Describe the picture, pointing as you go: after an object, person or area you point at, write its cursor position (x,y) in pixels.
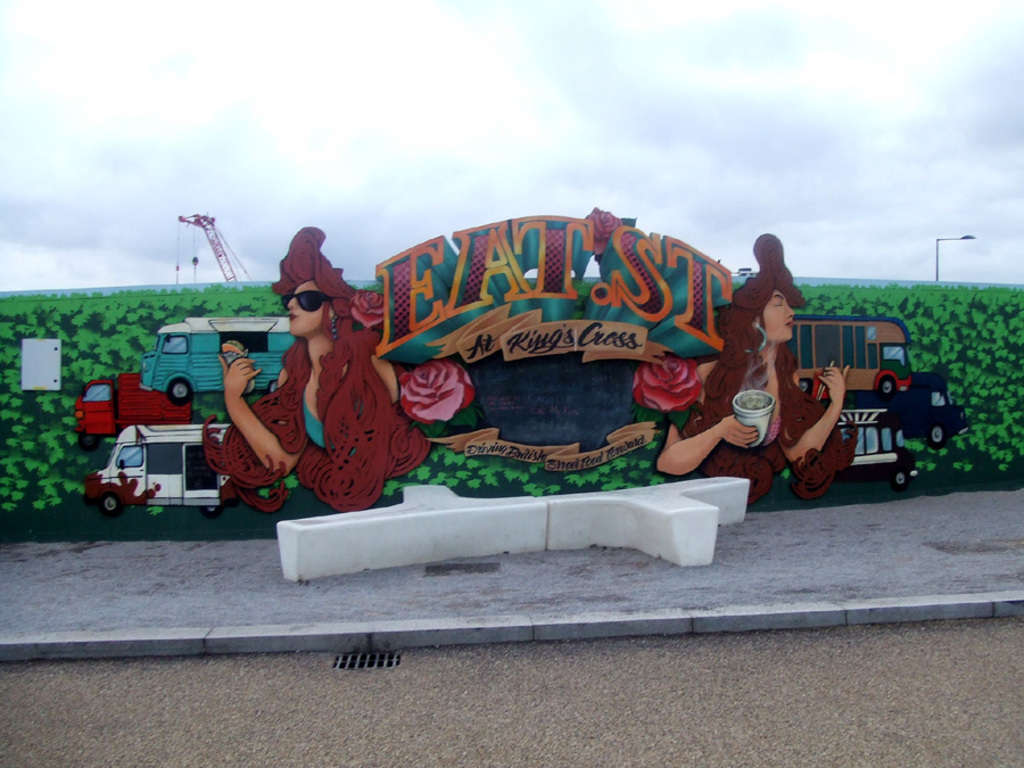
In the center of the image (469,399) there is a wall (438,383). On the wall (466,343) we can see some art (711,385) is present. On the right side of the image (956,240) an electric light pole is present. On the left side of the image (209,245) crane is there. At the bottom of the image (555,702) road (591,642) is present. At the top of the image (565,131) clouds (597,202) are present in the sky (598,130).
